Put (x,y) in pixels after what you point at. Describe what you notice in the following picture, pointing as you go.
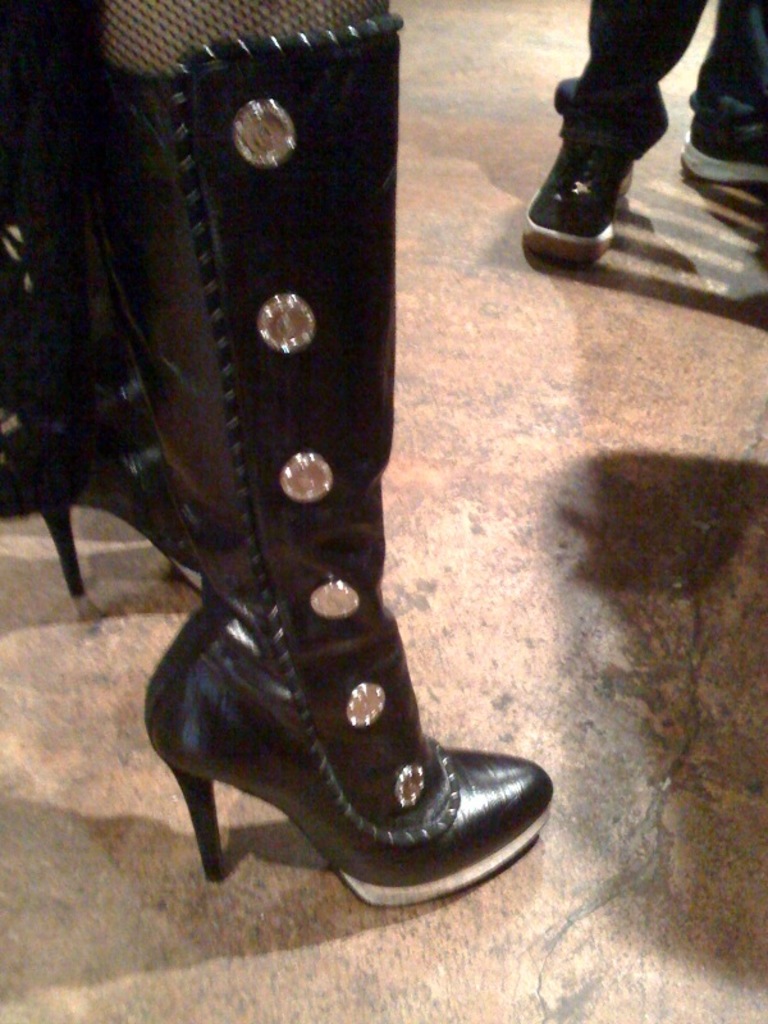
In this image I can see a shoe (380,832) which is in black color, background (543,202) I can a person (558,160) standing and the person (644,115) is wearing black pant (591,138) and black color shoes (592,173).
